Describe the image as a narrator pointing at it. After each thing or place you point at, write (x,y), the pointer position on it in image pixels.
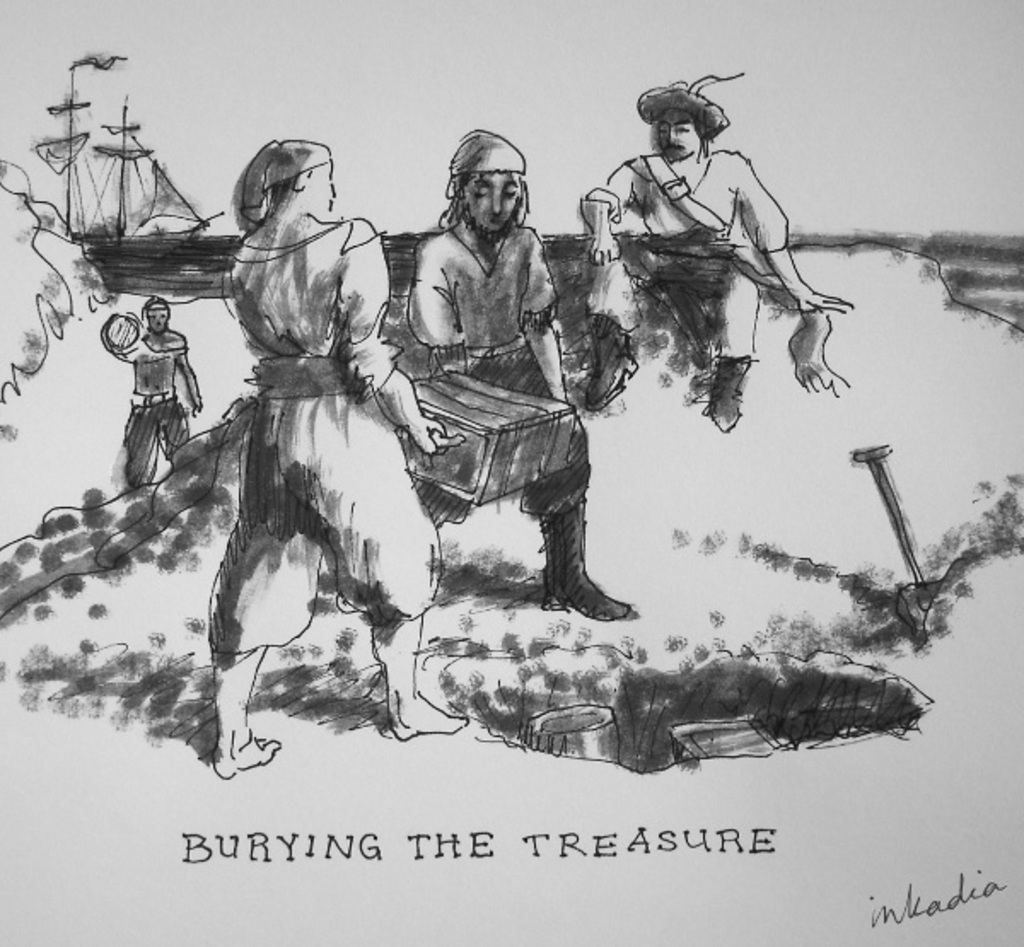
In this picture there is a painting (355,435) of two persons (380,365) standing and holding a box (497,453) in their hands (455,444) and there is another persons (665,237) sitting beside them and there is another person (161,385) standing in the left corner (151,375) and there is burying the treasure written below the image.
